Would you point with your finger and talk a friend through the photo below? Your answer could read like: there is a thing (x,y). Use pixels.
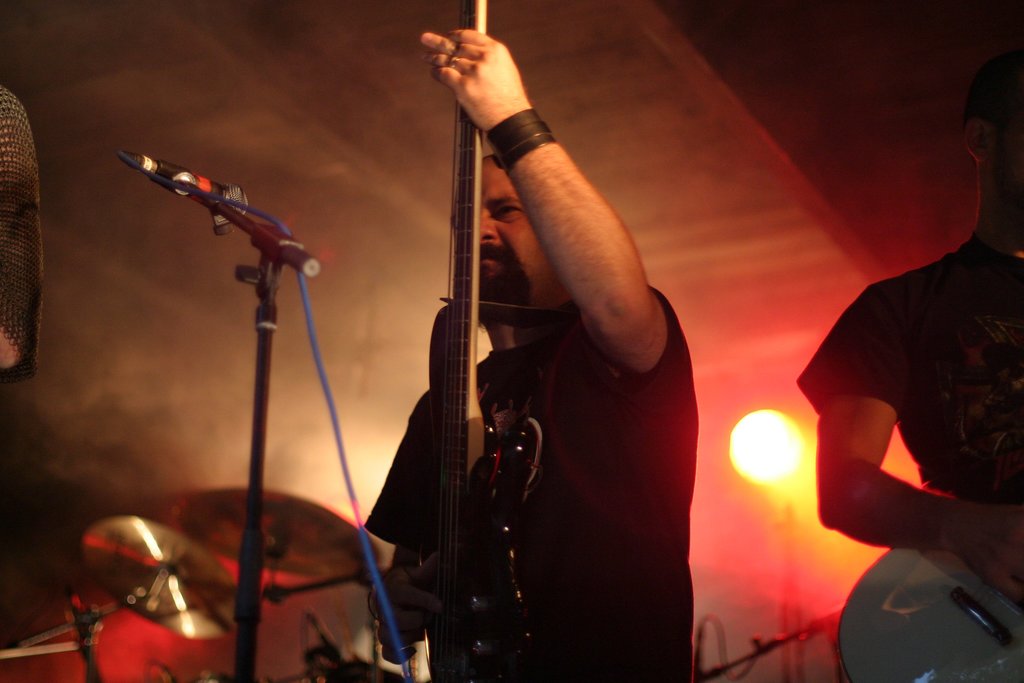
In this image I can see two men (626,343) and I can see both of them are holding guitars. Here I can see a mic (230,192) and in background (119,632) I can see a drum set (68,671) and a light (743,428). I can also see this image is little bit blurry from background (609,147).
